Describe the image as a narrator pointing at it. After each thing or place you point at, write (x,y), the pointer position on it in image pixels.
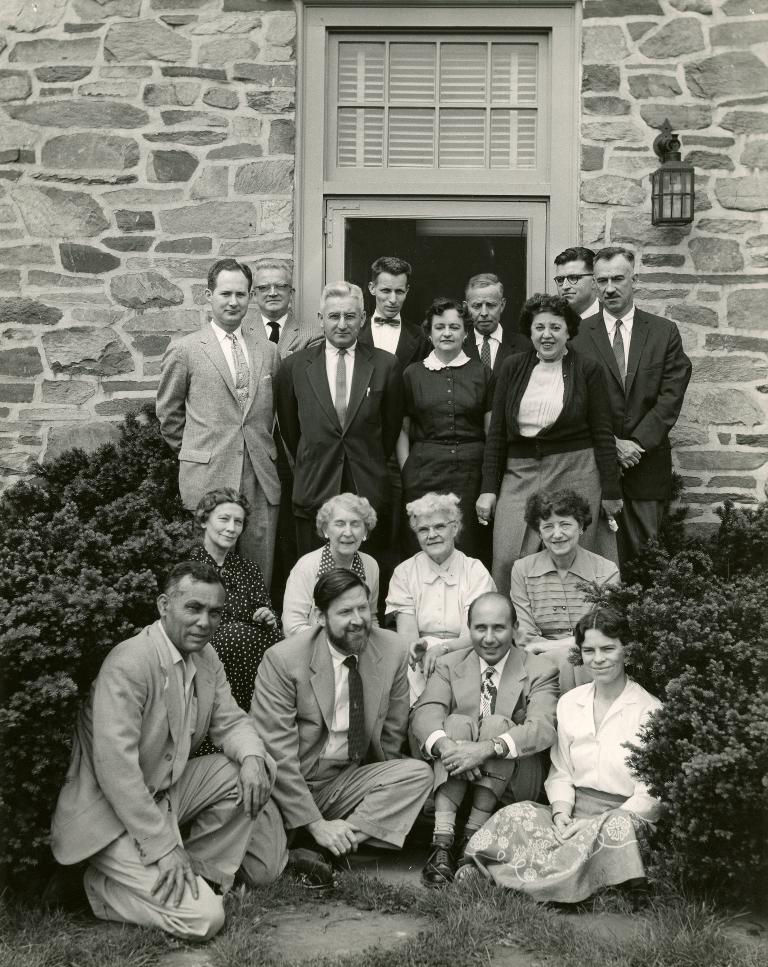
In this black and white image, we can see people (373,429) wearing clothes (435,392). There are plants (114,540) on the left (20,546) and on the right side of the image (697,619). There is a door (487,270) in the middle of the image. In the background (668,236), we can see a wall (694,85). There is a light (665,199) in the top right of the image (667,181).
